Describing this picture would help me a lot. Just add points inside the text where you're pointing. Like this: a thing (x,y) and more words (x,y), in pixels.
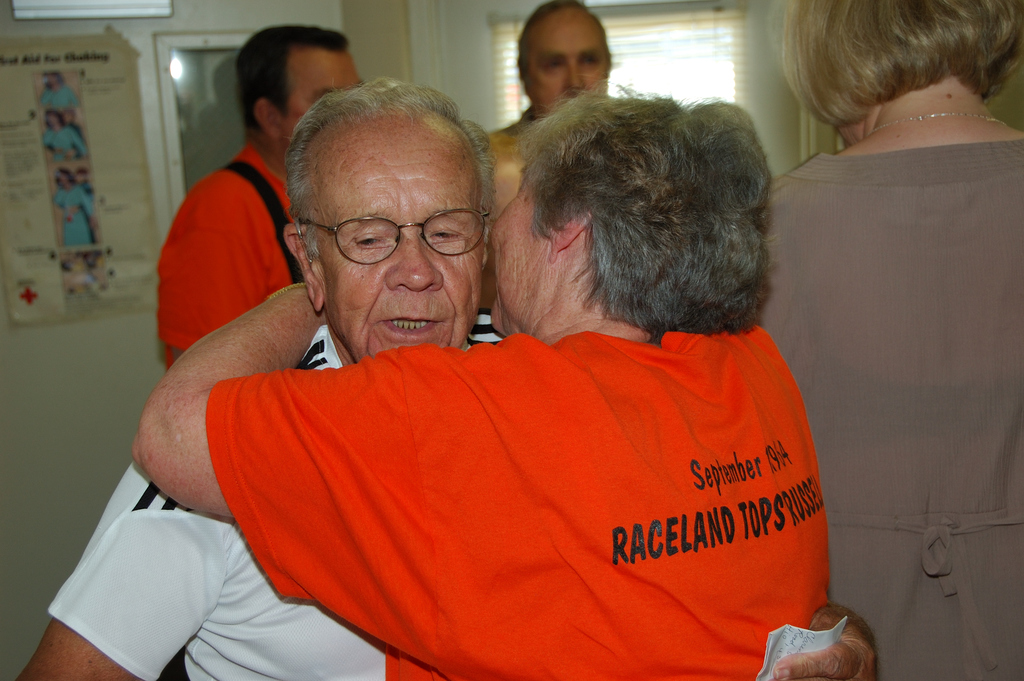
In this picture we can see a group of people (660,534) and in the background (21,520) we can see a wall (6,537), poster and some objects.
